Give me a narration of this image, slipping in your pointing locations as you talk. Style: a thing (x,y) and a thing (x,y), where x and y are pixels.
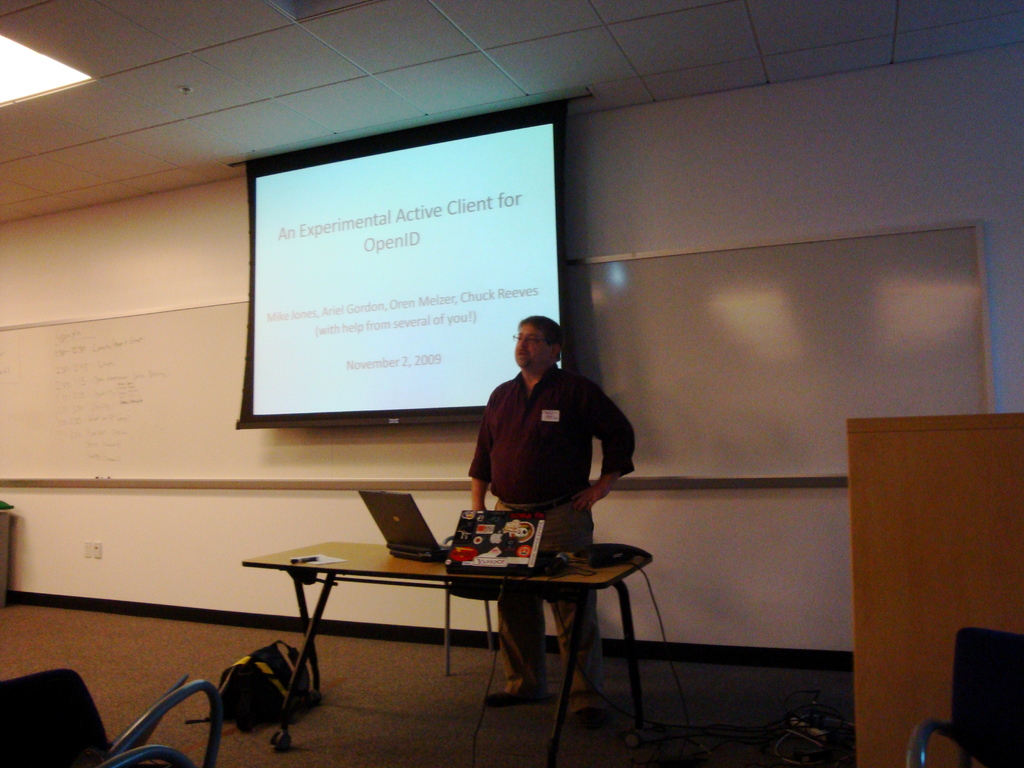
This picture describes about a chair (56,759) and a man (552,460) standing in front of the table (575,580), in the given image bottom left (250,696) there is a bag (238,689), and we can see a laptop (493,565) and other objects (523,563) on the table (414,567). Behind the man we can see a projector screen (400,297) on the wall (724,173).
